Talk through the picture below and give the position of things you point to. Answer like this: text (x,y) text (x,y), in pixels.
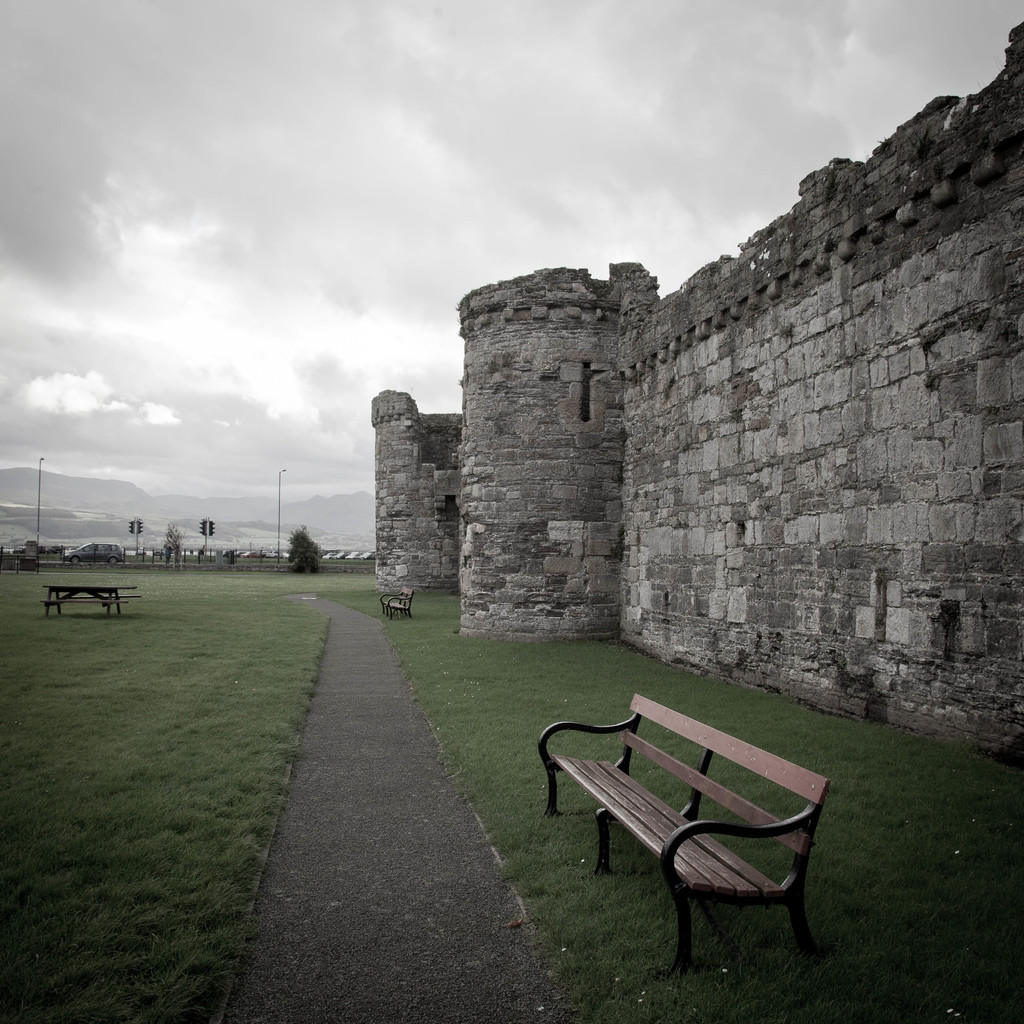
This image is taken outdoors. At the bottom of the image (374,822) there is pavement (336,874) and there is a ground (113,716) with grass (452,689) on it. At the top of the image (203,269) there is the sky (177,92) with clouds (494,108). In the background (302,569) there are few trees (175,539). There is a signal light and there are a few poles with street lights (40,501) and a car (97,556) is moving on the road (84,564). There is an empty bench (64,599) on the ground (110,621). On the right side of the image (716,853) there are two empty benches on the ground (440,645) and there is an architecture (590,490) with walls (519,477).
